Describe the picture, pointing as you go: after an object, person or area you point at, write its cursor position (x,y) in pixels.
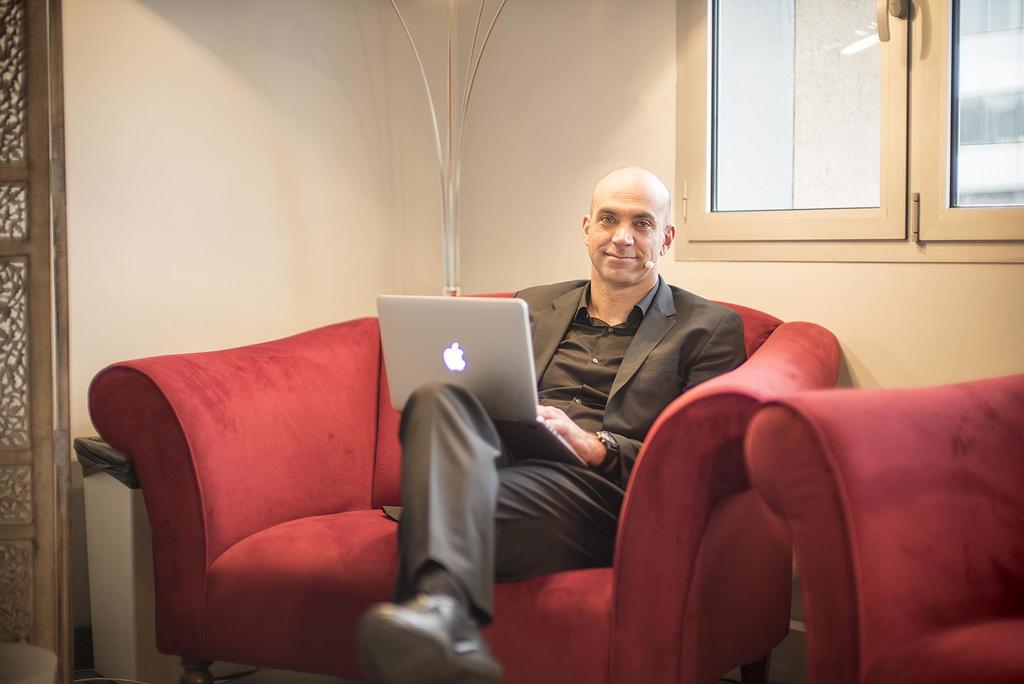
As we can see in the image there is a white color wall (244,157), windows (835,131), sofa (349,642) and a man (533,473) sitting on sofa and holding laptop (488,368) in his hands (558,413).
